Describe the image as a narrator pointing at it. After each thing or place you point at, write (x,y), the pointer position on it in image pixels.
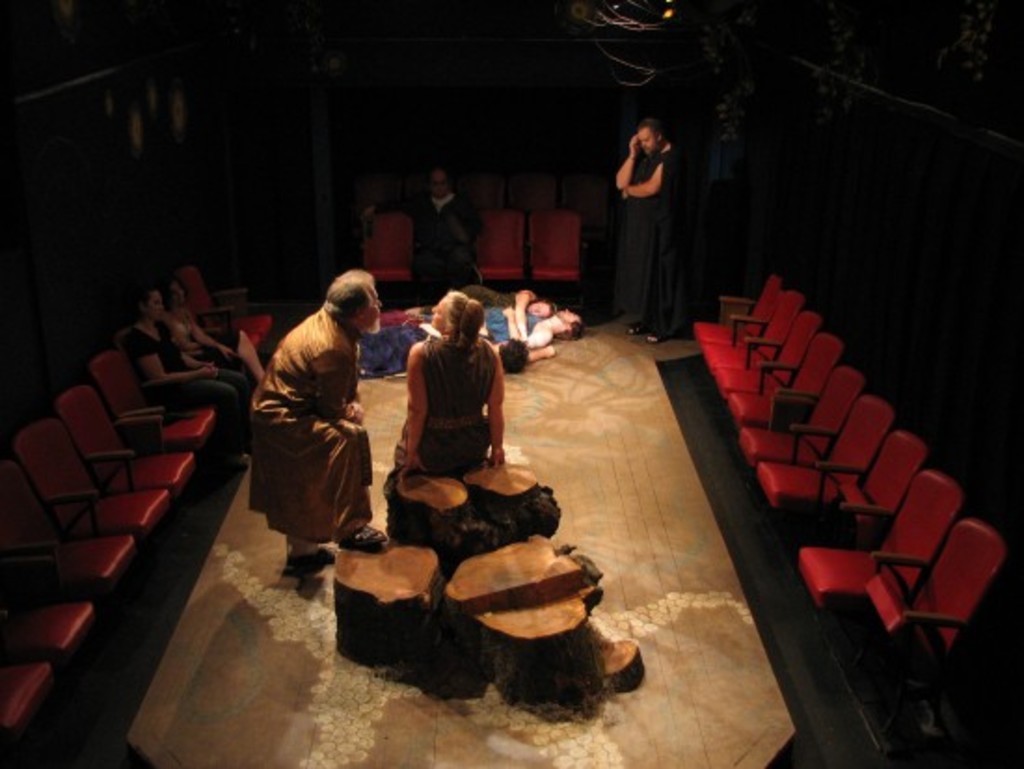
In the image we can see there are people (323,405) standing on the stage (512,373) and few people (173,356) sitting on the chair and others are lying on the floor (610,387).
